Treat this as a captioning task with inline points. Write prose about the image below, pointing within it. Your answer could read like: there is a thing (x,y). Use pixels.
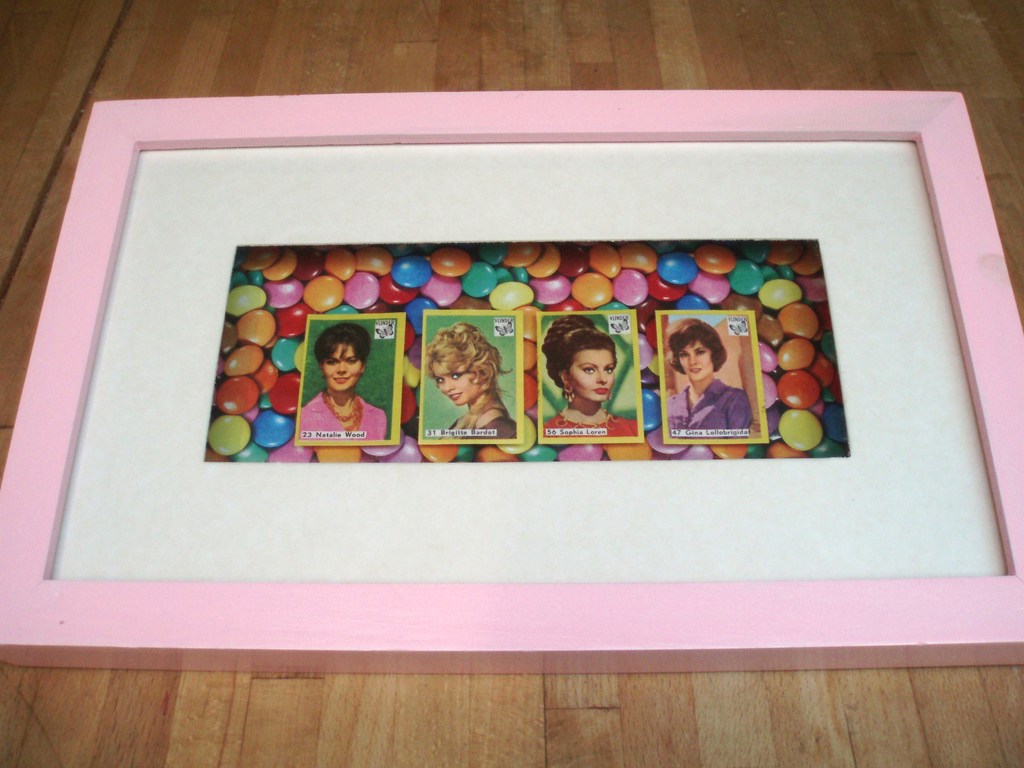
In this image there is a frame (235,623) on the table (513,722), on the frame (394,571) there are pictures (440,394) of gems (422,301) and persons (683,404).
